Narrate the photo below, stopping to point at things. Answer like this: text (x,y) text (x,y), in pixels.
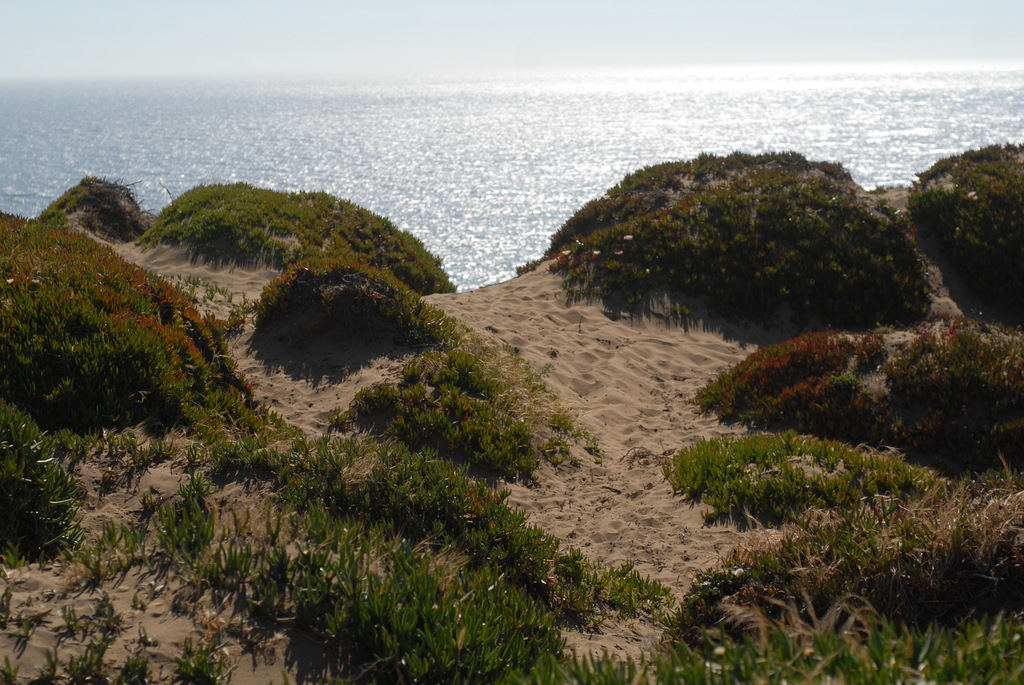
In this image in the front (272,425) there's grass (343,453) on the ground (271,374) and there are plants (457,367). In the background (524,176) there is an ocean (565,127).
